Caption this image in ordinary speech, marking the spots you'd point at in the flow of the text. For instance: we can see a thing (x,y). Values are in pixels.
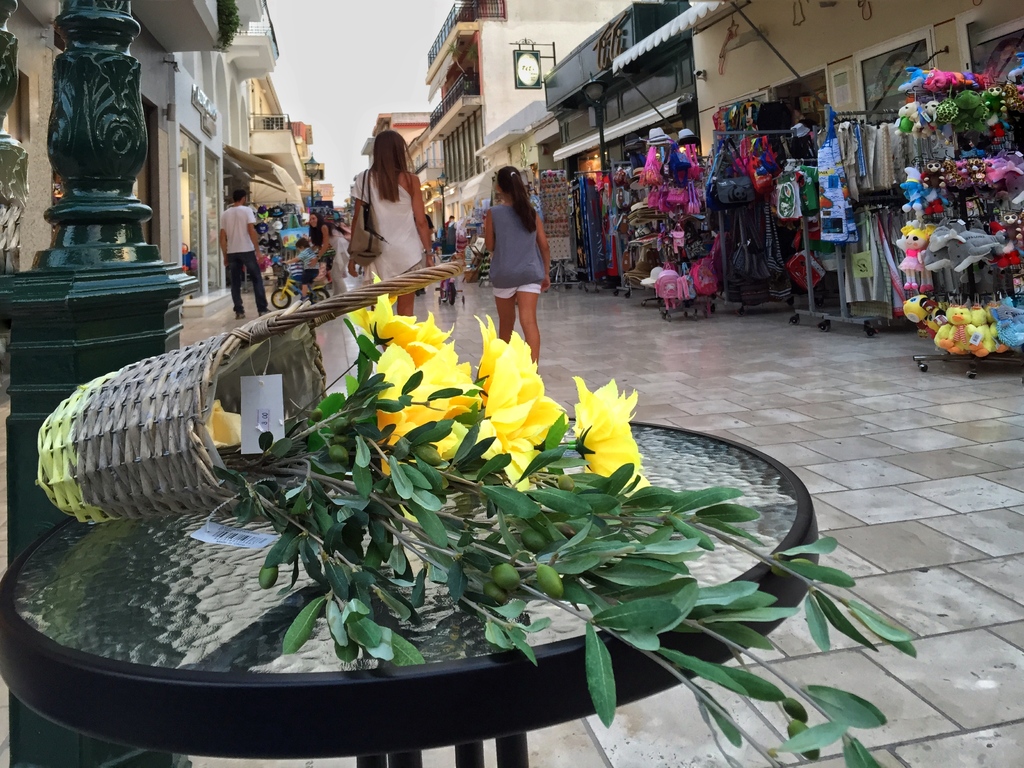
In this image at front (168,573) there is a table (160,553) and on top of it there is a bouquet (378,451). On both right and left side of the image (152,211) there are shops (883,44) and buildings (577,89) and we can see toys (936,231) on the right side of the image (1014,167). At the center (510,289) people (510,289) are walking on the floor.
